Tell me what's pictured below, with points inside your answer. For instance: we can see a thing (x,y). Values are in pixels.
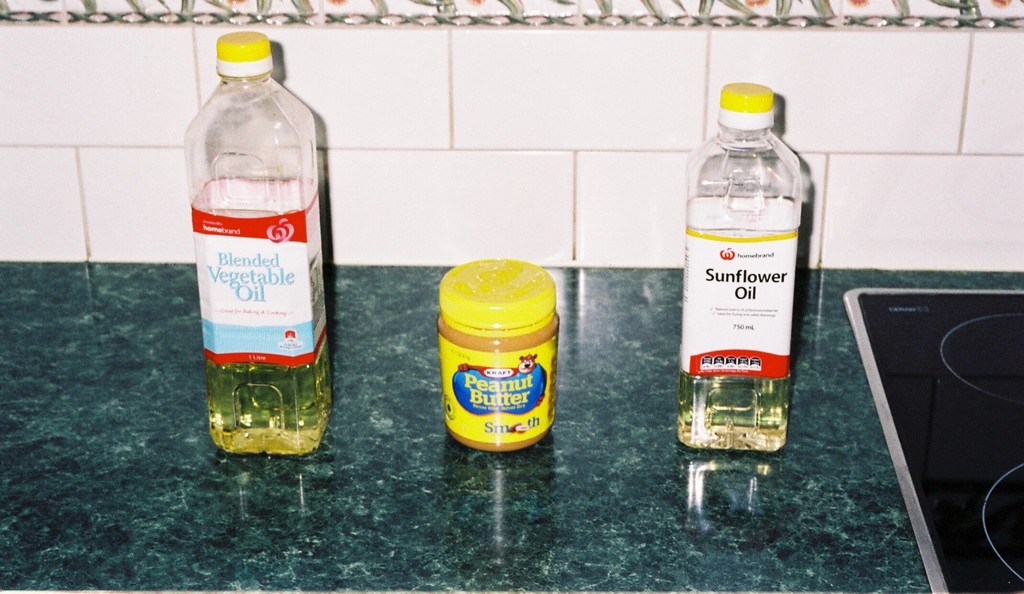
In this image there are three bottles (759,256) placed on a table (656,487). Both the ends there are oil bottles (744,217) but in the middle (521,342) there is a another bottle (517,436) with peanut butter (488,335). To the right corner (1013,331) there is an induction stove (944,516). In the background (982,239) there are some tiles (592,57).
